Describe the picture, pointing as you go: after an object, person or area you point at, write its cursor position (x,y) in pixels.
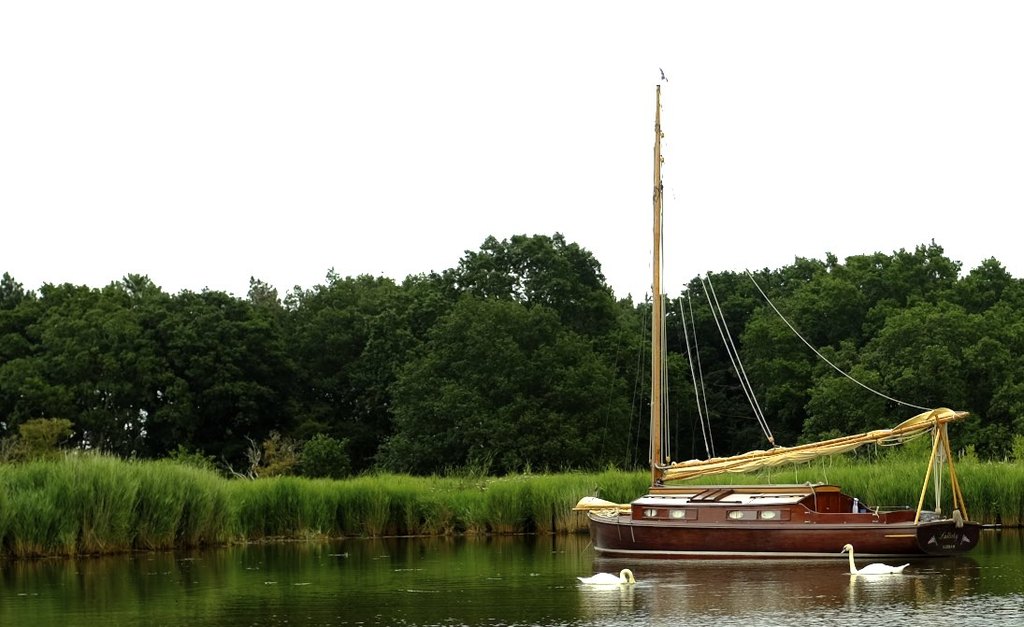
On the right side of the image (777,541), we can see a boat (814,535) is there above the water (612,561). Here we can see two swans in the water (769,582). Background (666,82) we can see plants (442,497), trees (519,426) and sky (477,149). Here a small object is at the top of the mast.
